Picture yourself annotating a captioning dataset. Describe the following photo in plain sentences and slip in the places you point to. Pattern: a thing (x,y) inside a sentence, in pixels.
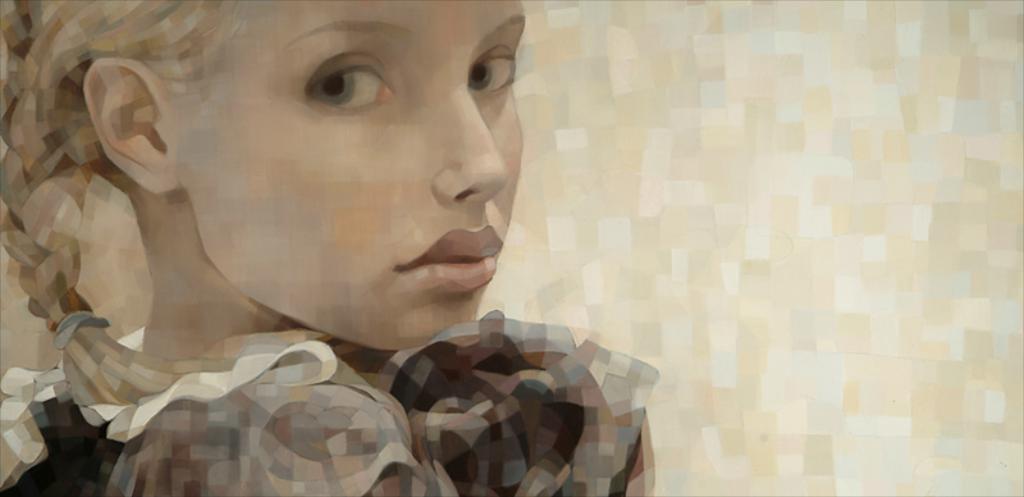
In the picture there is a painting (476,256) of a woman (474,261).
